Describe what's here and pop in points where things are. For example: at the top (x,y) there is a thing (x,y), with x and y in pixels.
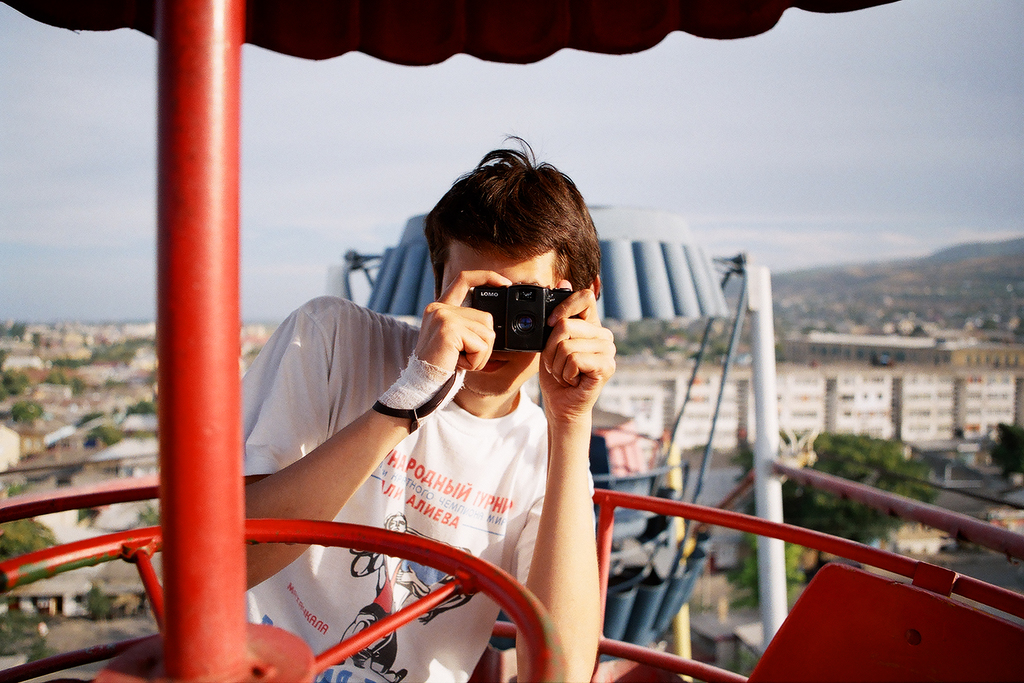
This man (372,424) is holding a camera (517,306). This is a red color pole (204,298). Far there are number of buildings (689,425) and trees (852,450).
